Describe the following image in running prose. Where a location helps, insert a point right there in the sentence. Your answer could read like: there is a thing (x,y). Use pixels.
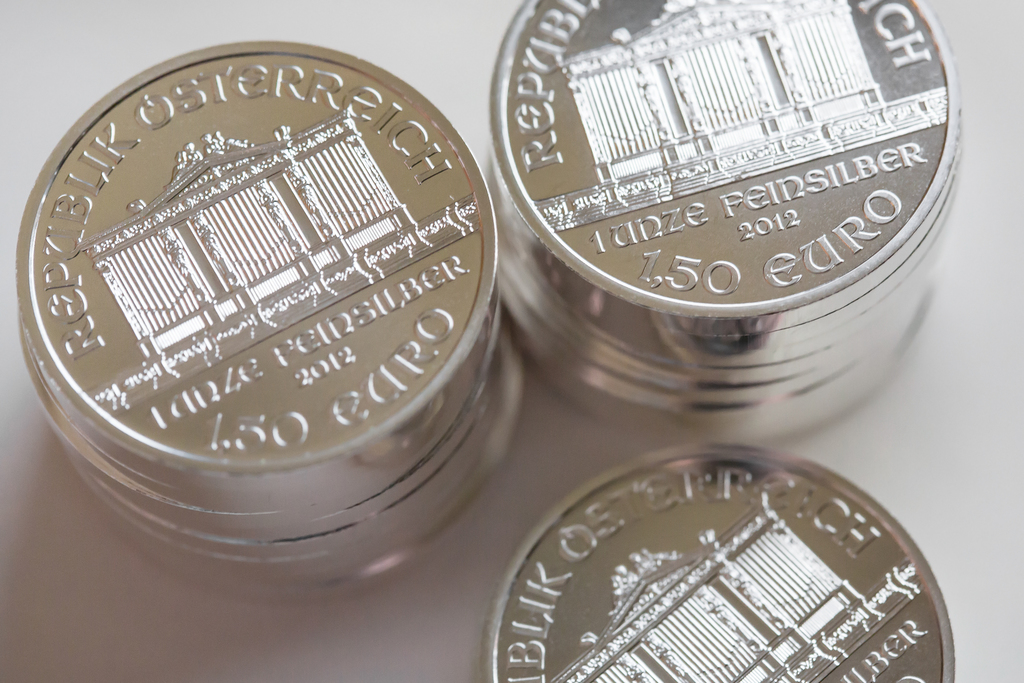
In this picture we can see euro coins (618,269) on a white surface (956,376).
